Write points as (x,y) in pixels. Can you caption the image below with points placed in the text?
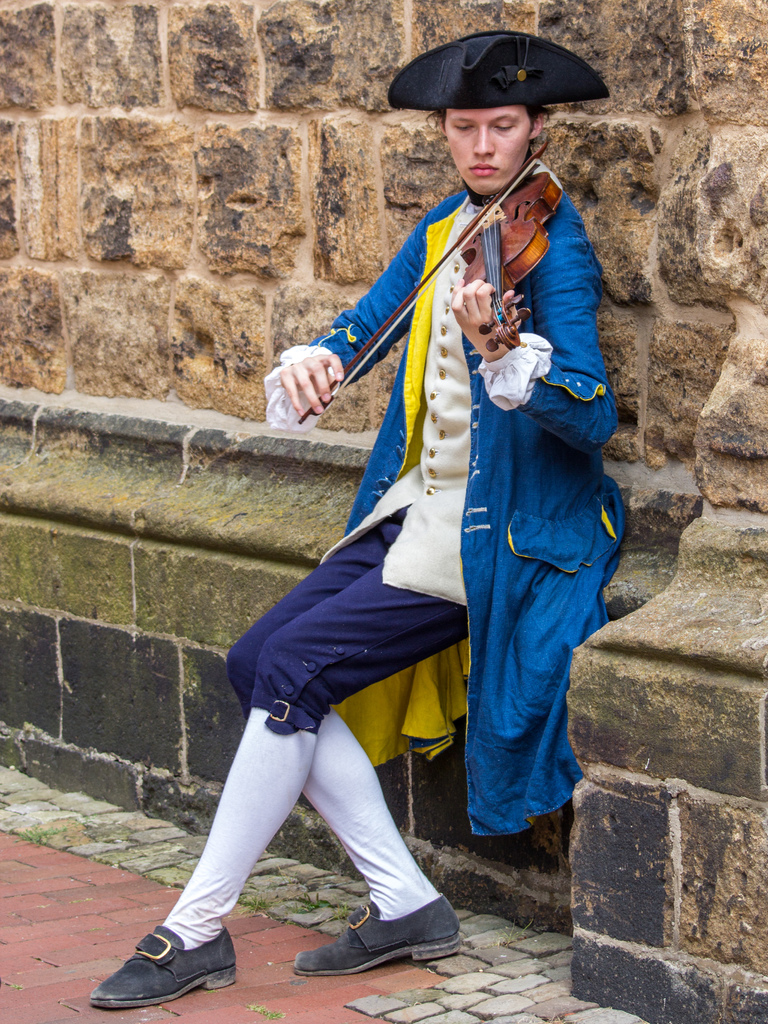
This image is taken outdoors. At the bottom of the image (408,971) there is a floor (102,885). In the background (725,316) there is a wall (338,406). In the middle of the image (452,381) a man (556,427) is sitting on the wall (708,341) and playing music with a violin (546,211).
